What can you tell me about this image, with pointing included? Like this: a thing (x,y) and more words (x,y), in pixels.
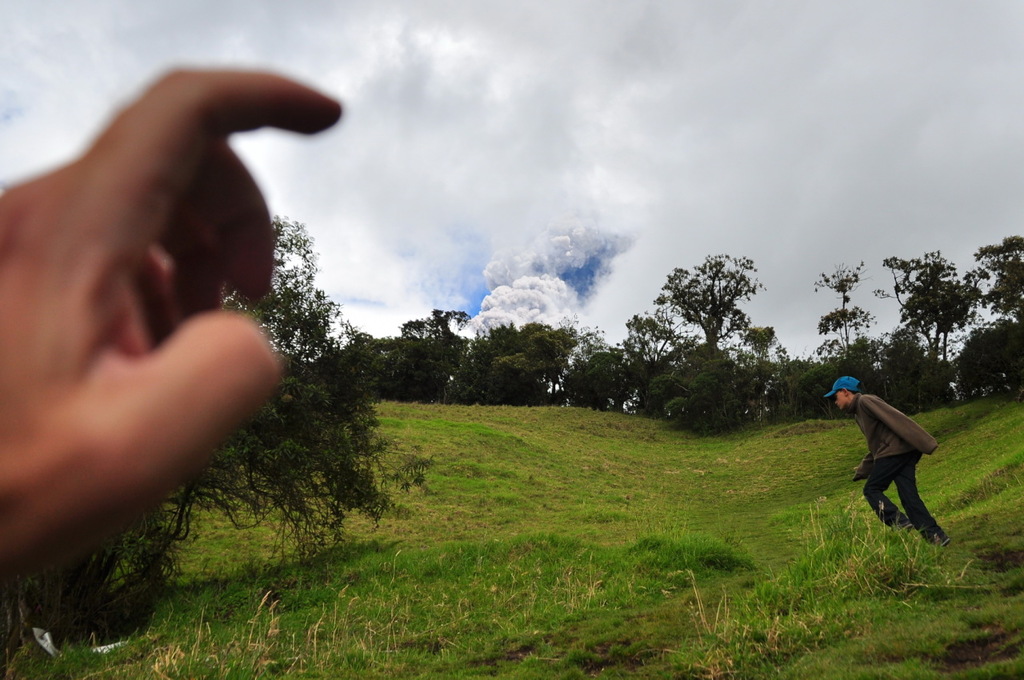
In the picture we can see a grassy surface (484,450) beside it, we can see a person's hand (190,369) and on the grass surface (386,624), we can see a man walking and he is with a blue cap (846,386) and far away from him we can see trees (789,379) and a sky (771,326) with clouds (574,260).
